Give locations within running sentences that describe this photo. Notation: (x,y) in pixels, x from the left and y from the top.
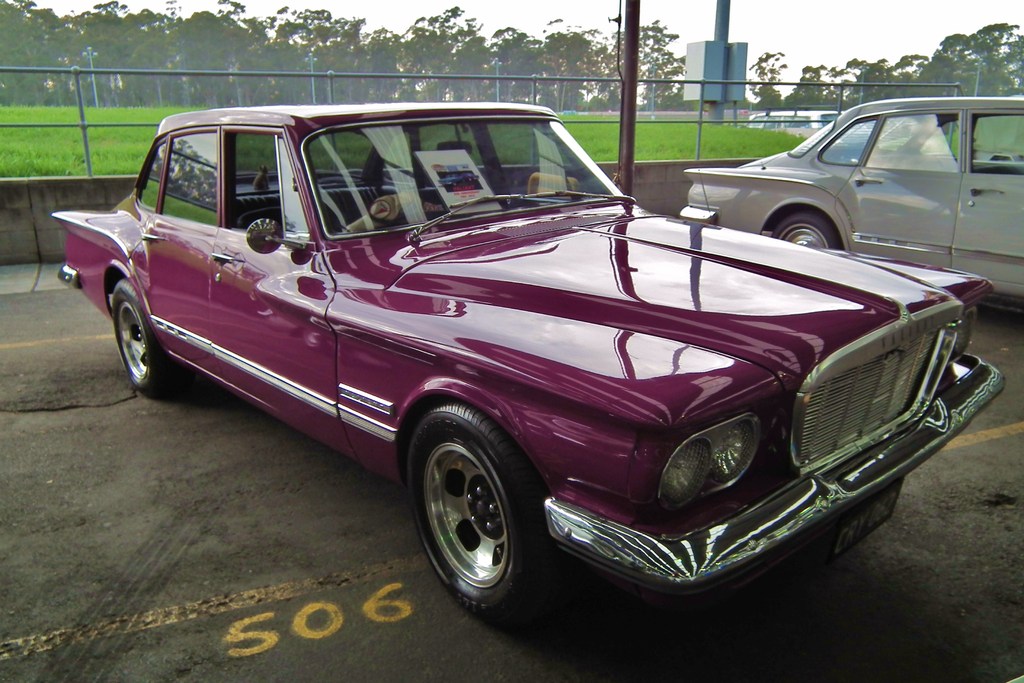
In this picture we can see there are vehicles (569,269) parked. Behind the vehicles (391,229), there is a railing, grass (137,123), poles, an object (699,67) and the sky (797,18).
